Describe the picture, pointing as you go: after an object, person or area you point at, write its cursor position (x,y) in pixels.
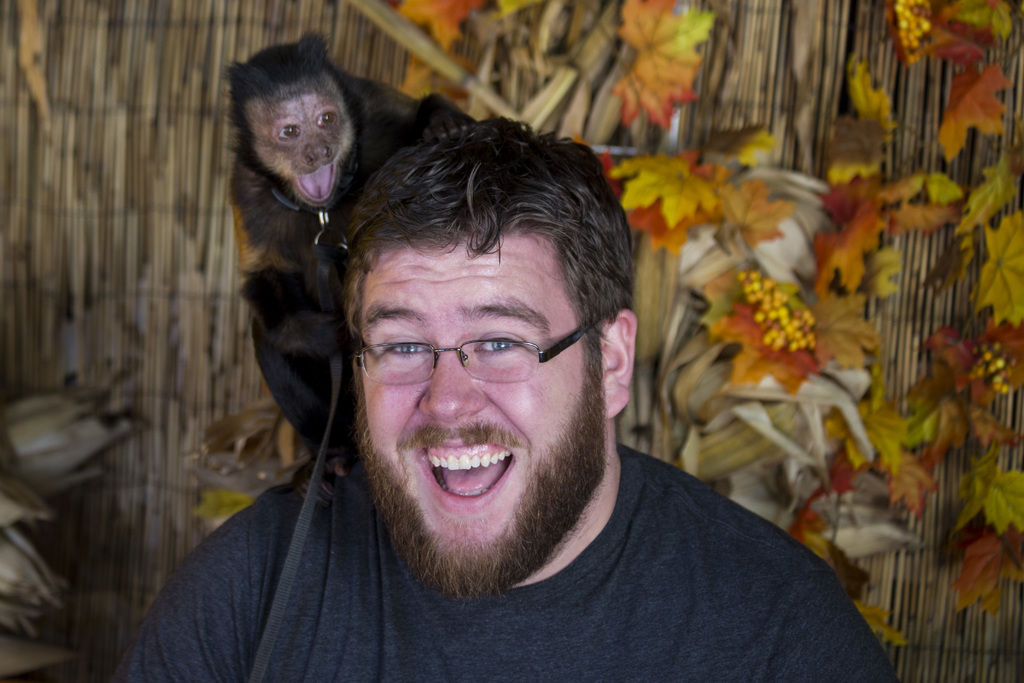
A black color animal (364,155) is sitting on the neck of a man (454,596). He is smiling.
